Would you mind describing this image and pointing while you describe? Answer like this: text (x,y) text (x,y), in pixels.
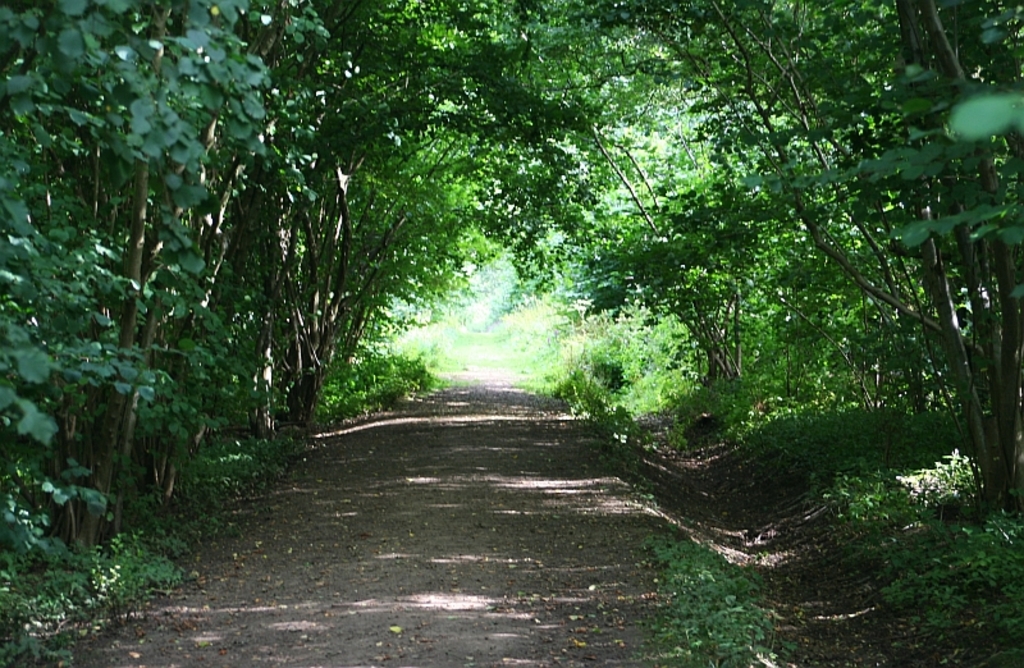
At the center of the image (533,423) there is a road (517,443). On the right (771,260) and left side of the image (254,349) there are trees (321,334).
